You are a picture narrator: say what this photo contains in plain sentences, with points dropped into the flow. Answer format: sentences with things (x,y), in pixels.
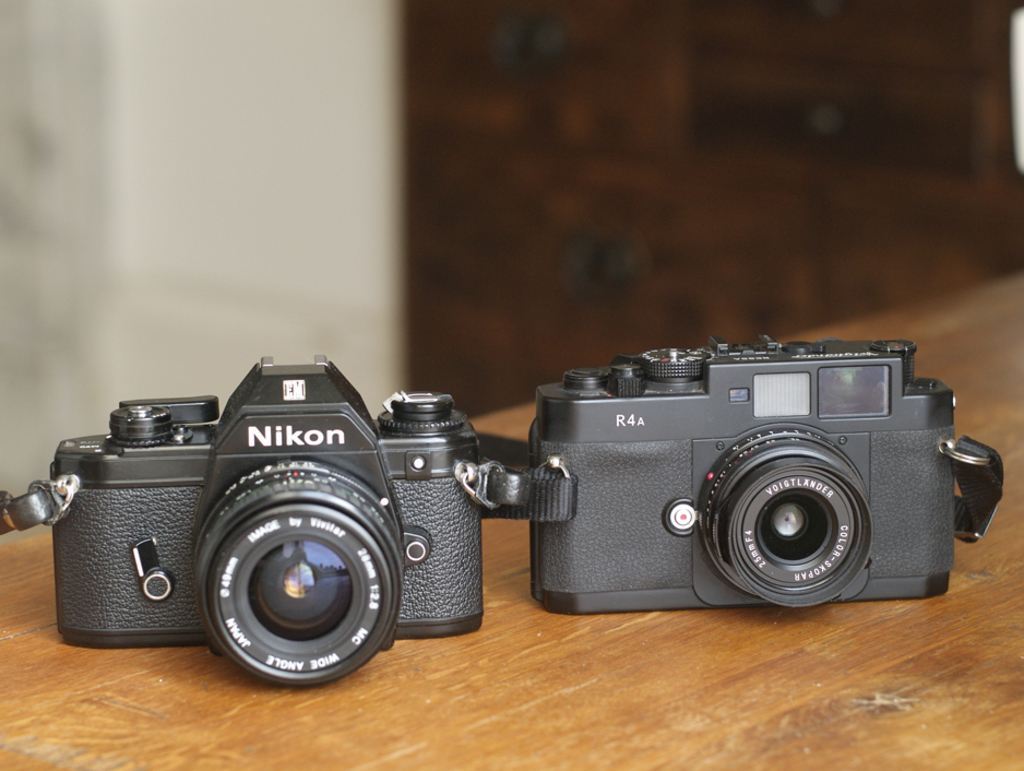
In this image there is a table (918,660), on that table (899,655) there are two cameras (442,436) and the background (826,35) is blurry.
